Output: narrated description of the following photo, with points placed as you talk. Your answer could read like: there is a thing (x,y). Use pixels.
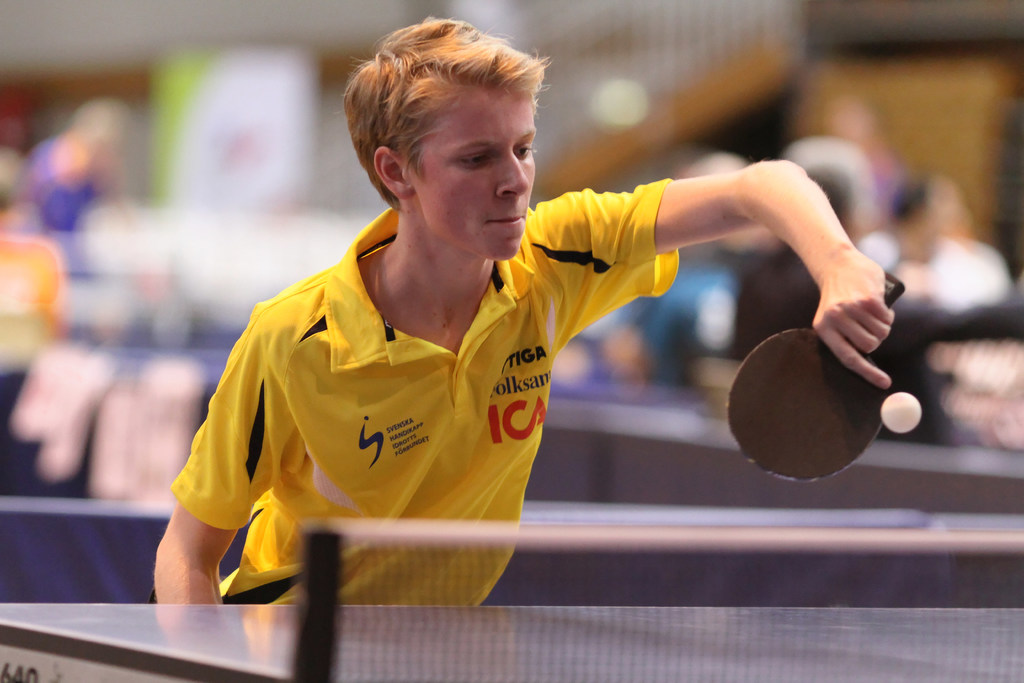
In this picture we can see a person (511,309) playing a table tennis game, he is holding table tennis bat (820,369) with his left hand (838,339), he wore a yellow color T shirt (486,413), in the background (965,247) we can see some of the people (885,185) standing here.
